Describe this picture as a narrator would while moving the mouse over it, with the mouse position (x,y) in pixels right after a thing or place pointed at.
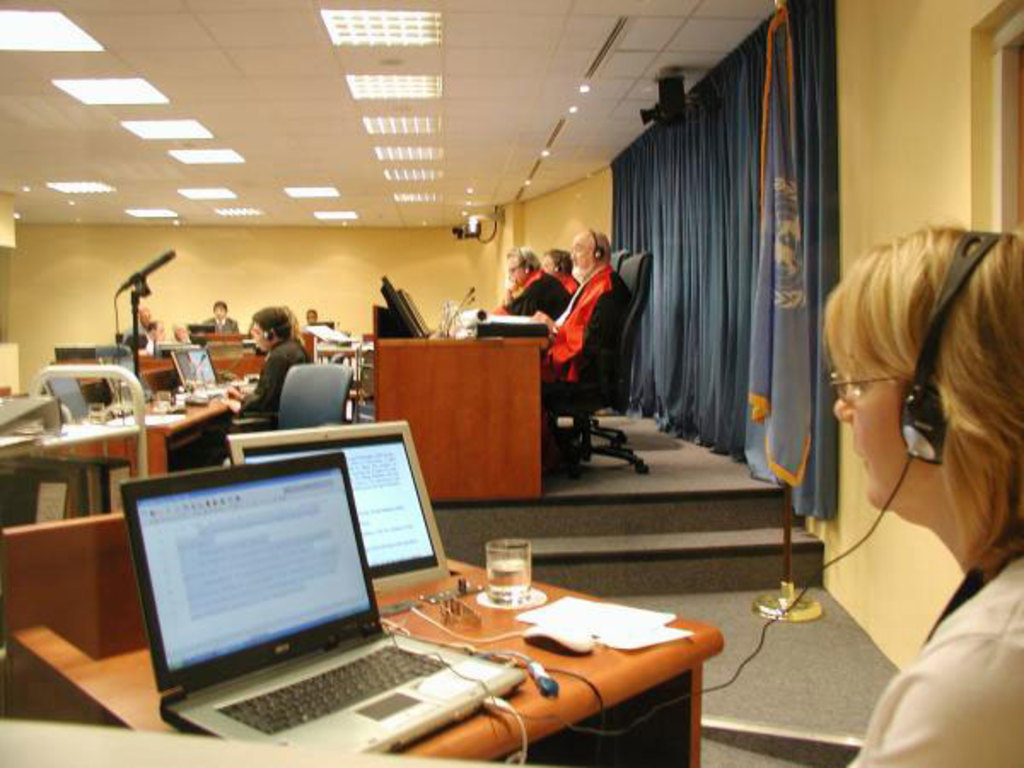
In the image there is a blond haired woman (888,415) with headset (929,383) sitting in front of table (405,626) with laptops (286,509), water glass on it and behind there are many people (562,362) sitting in front of table (449,378) with computers (391,306), over the ceiling (367,153) there are lights (414,131) with a curtain (628,200) on the right side wall (881,36).
